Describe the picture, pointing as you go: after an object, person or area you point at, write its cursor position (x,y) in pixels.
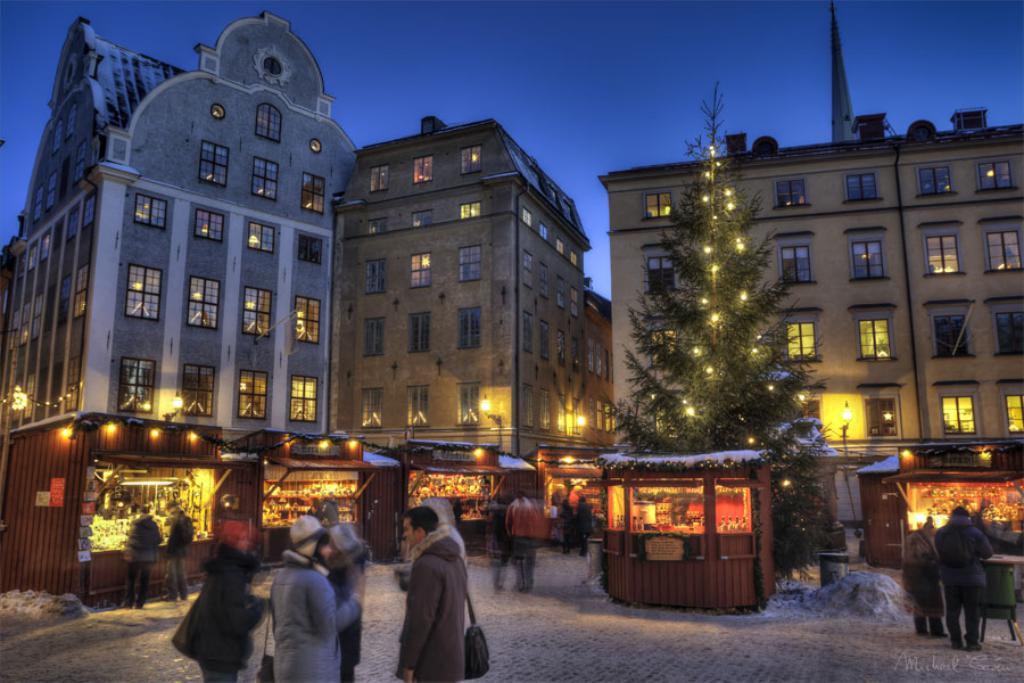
In the image we can see there are buildings (522,296) and there are stalls (90,520) and shop (735,516). There are people (351,628) standing on the road (585,651) and few people (959,521) are near the stalls (632,525). There is a christmas tree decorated with lights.
